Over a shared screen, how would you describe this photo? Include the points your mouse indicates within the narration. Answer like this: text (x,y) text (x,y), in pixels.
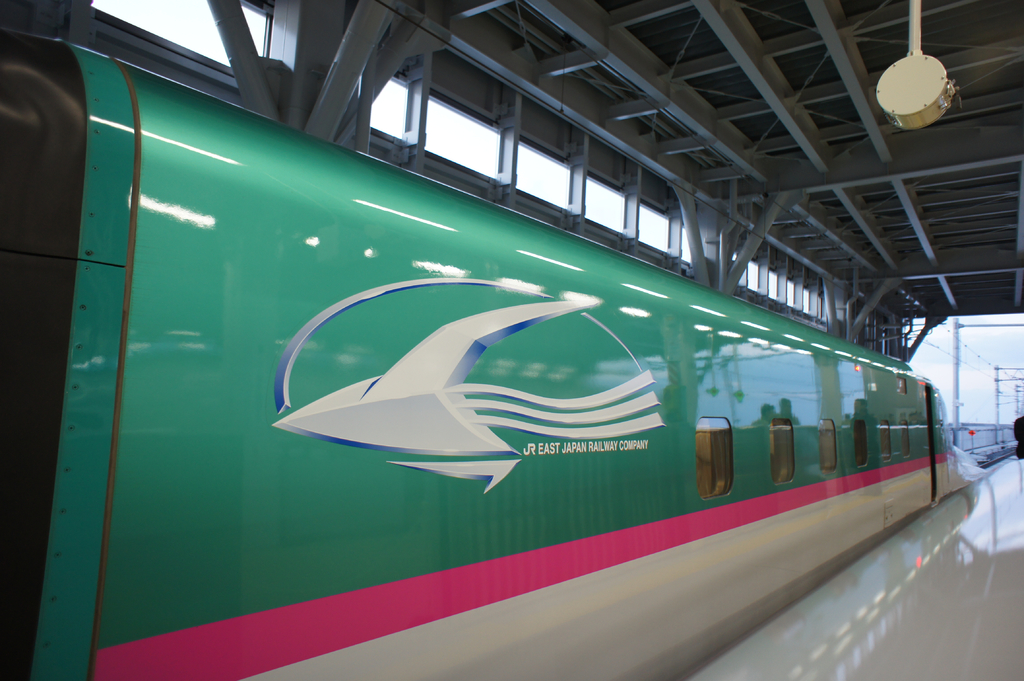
In this image we can see there is a train (673,404) on the track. At the top of the image (703,89) there is a metal ceiling (902,278).
